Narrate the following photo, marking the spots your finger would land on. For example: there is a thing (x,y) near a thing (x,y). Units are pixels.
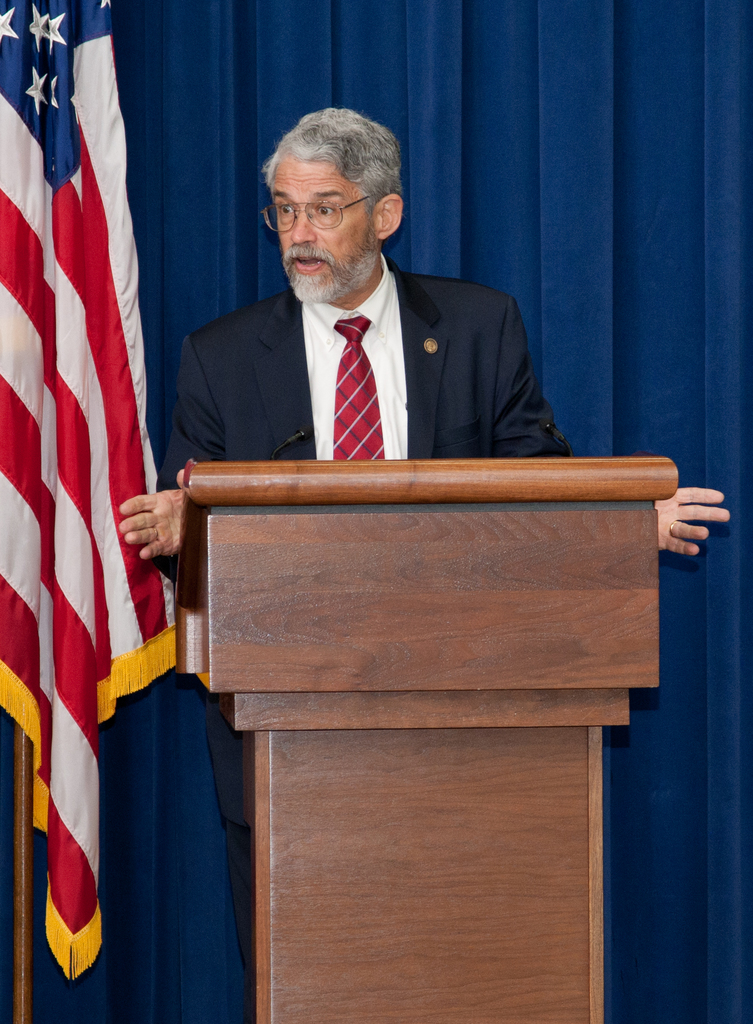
This image consists of a man (345,393) wearing a black suit (518,432). He is standing in front of the podium (485,559). The podium (409,554) is made up of wood (243,556). On the left (60,577), there is a flag (55,564). In the background (1,782), there is a curtain (231,19).
